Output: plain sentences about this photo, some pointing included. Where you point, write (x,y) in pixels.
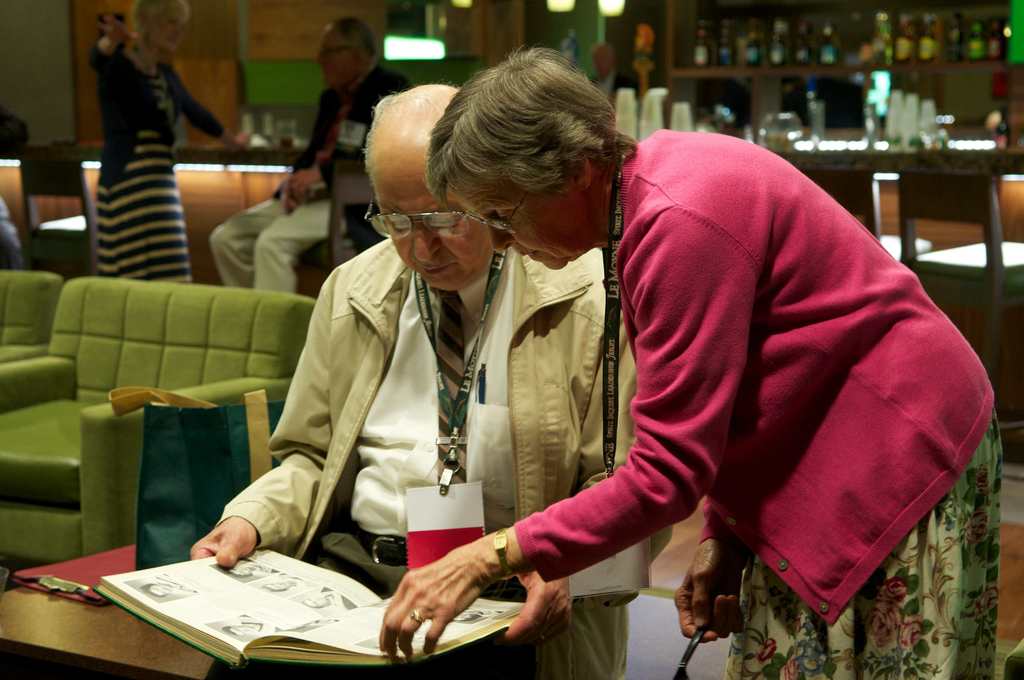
In the foreground of this image (435,410), there is a man (435,442) holding a book (280,610) and wearing an ID card (462,509). Beside him, there is a woman (694,309) standing and it seems like she is holding a spoon (687,666). Behind them, there is a bag (162,517) and an object (72,577) on a table (53,628). We can also see couches (101,320), a man (219,228) sitting on a chair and a woman (144,162) standing. In the background (890,35), there are bottles (808,39) in the rack (733,47), few objects (900,120) on the desk (919,198), chairs (933,220), lights (429,45) and the wall (262,37).
